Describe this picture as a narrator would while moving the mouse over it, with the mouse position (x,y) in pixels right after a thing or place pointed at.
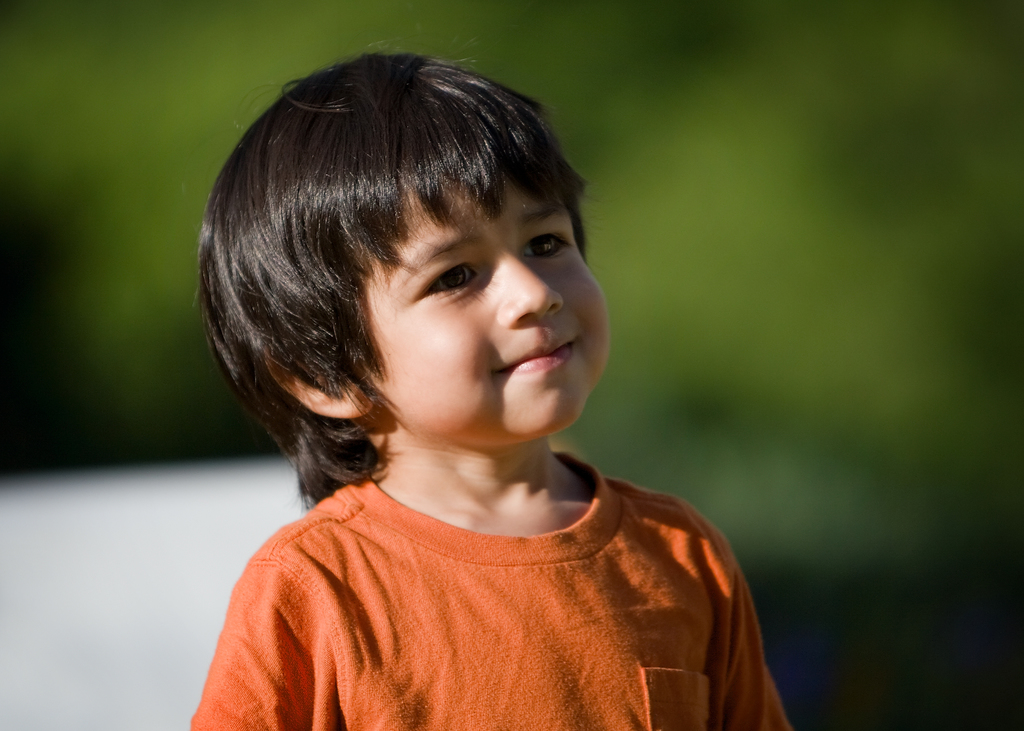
In this image, we can see a kid (588,658) is smiling and wearing orange t-shirt (569,654). Background (21,551) there is a blur view. Here we can see green and white colors.
